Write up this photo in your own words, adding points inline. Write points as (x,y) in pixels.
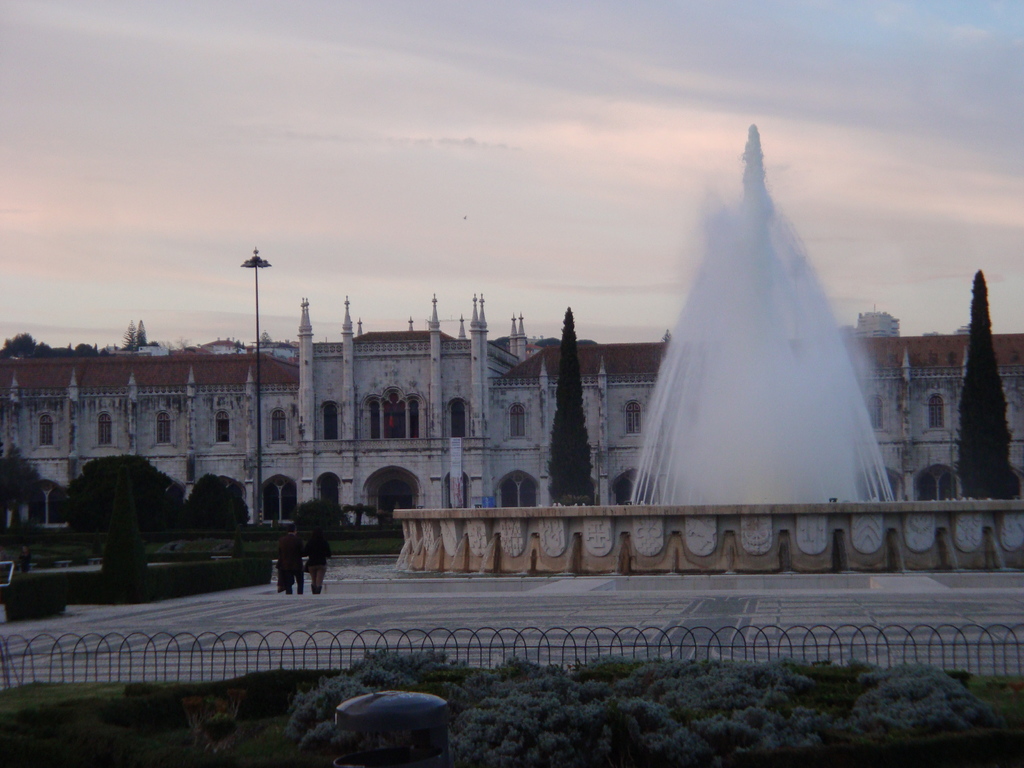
In this image we can see there are people (294,569) walking on the ground (332,592) at the side there is a fountain (669,490). And there are trees (161,515), building (284,510), fence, pole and the sky (475,219).
